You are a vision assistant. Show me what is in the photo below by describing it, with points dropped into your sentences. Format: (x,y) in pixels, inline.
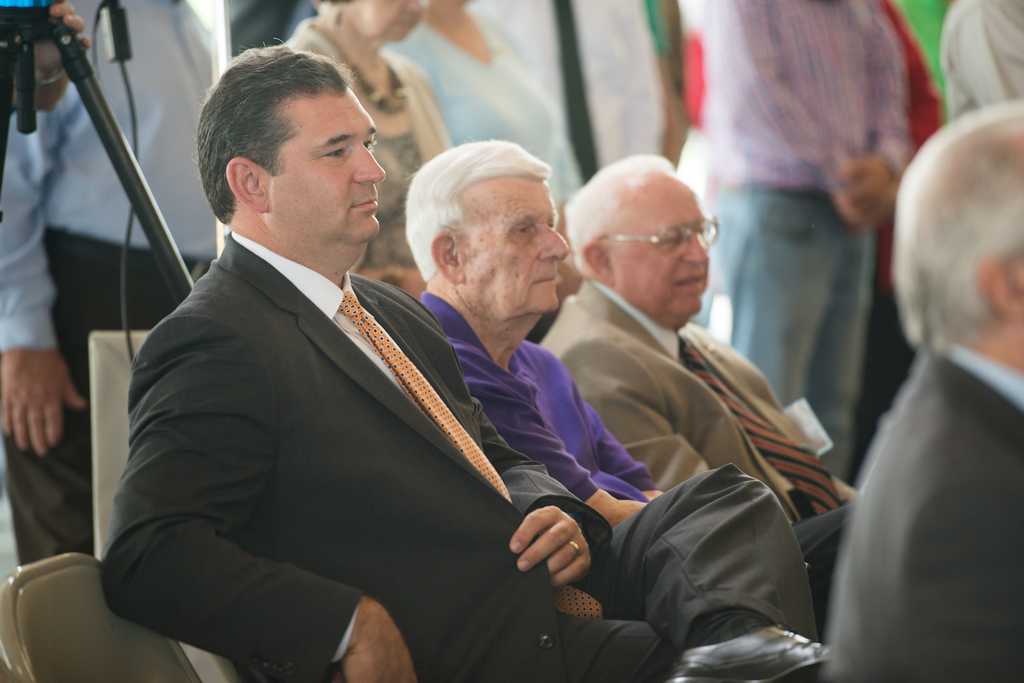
In this image, we can see persons (810,360) wearing clothes (807,376). There is a tripod (86,63) and cable (134,134) in the top left of the image (136,156).
